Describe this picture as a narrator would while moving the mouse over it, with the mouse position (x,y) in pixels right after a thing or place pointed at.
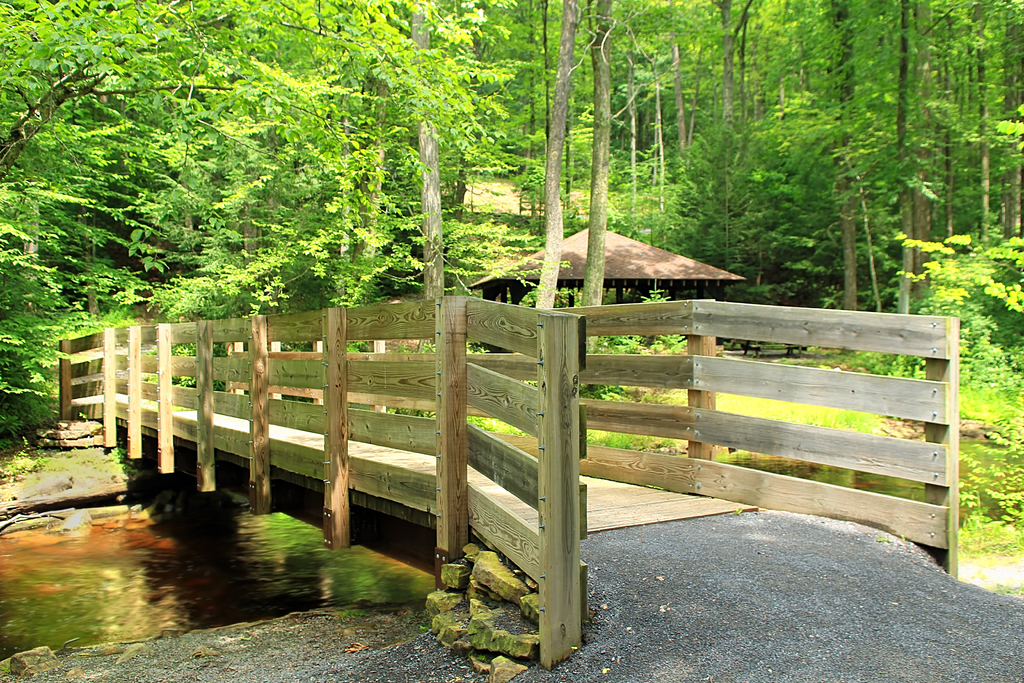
In this picture we can see water (140,576) on the left side (104,570), there is a bridge (456,489) in the middle (350,455), we can see some trees (522,156) and a hut (617,252) in the background (654,251).
